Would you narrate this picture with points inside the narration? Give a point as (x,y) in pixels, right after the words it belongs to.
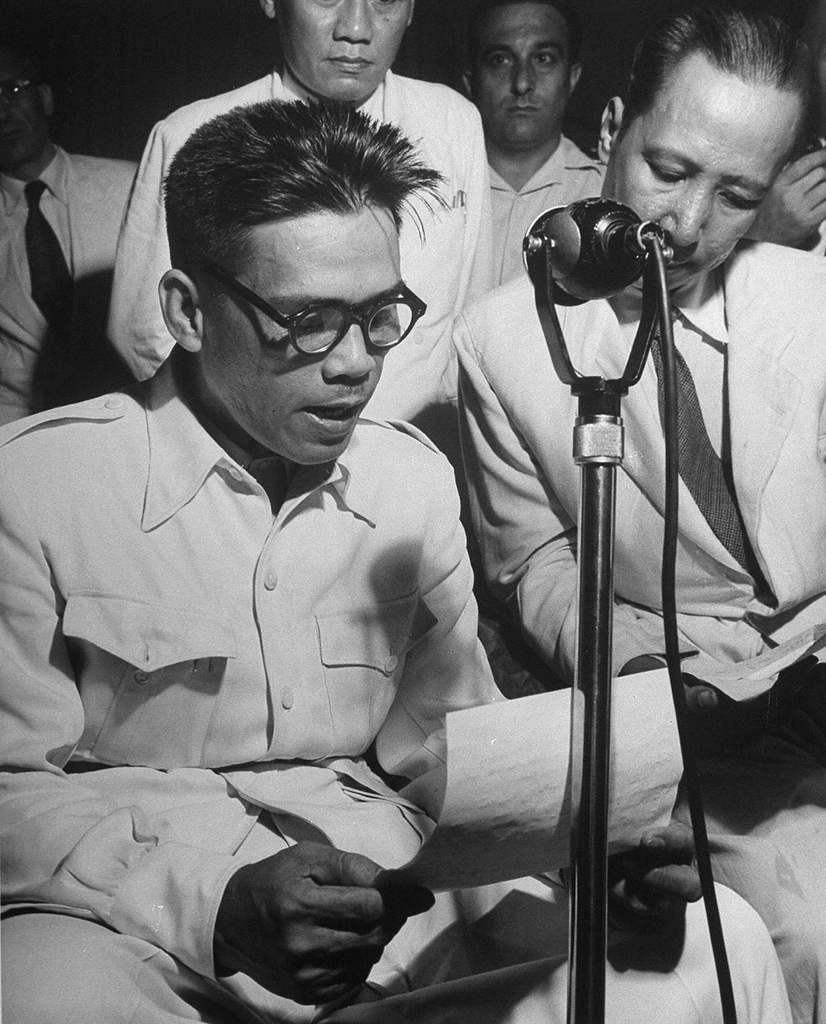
In this image two persons (328,733) are sitting and holding papers (441,858) in their hands (404,898). Left side person (213,774) is wearing spectacles (328,331). He is behind the mike stand (577,796). Right side person (749,497) is wearing suit (761,497) and tie (695,398). Behind them there are few persons (478,162).
